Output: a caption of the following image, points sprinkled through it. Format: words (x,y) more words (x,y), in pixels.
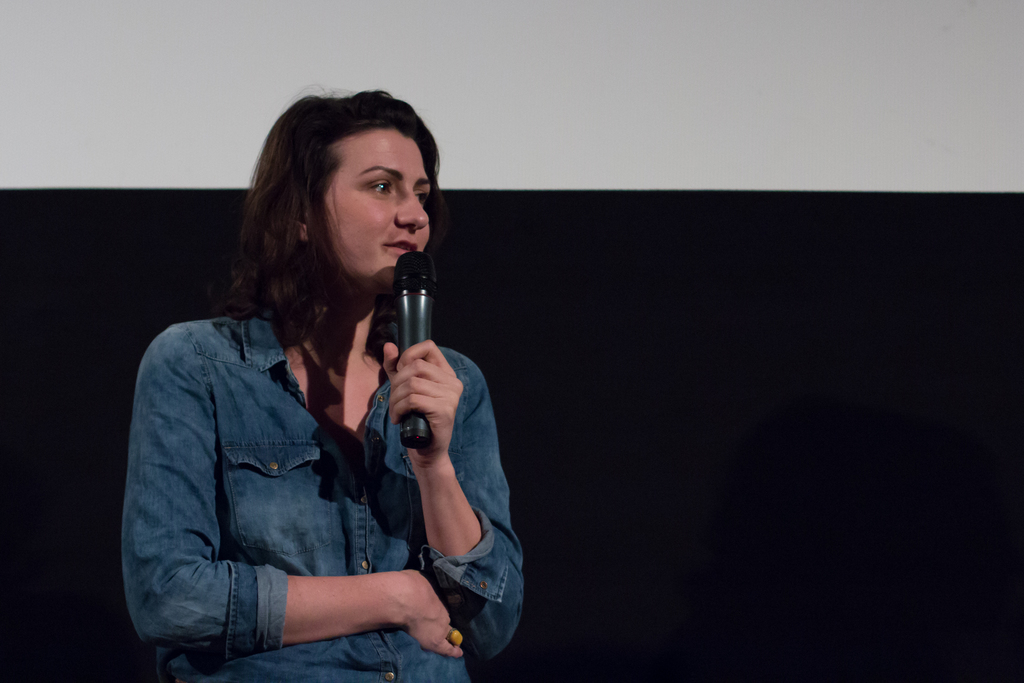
In the given image we can see a woman (226,441) holding a microphone (411,303) in her hand (424,351) and she is wearing a shirt (279,533) which is in blue color.
